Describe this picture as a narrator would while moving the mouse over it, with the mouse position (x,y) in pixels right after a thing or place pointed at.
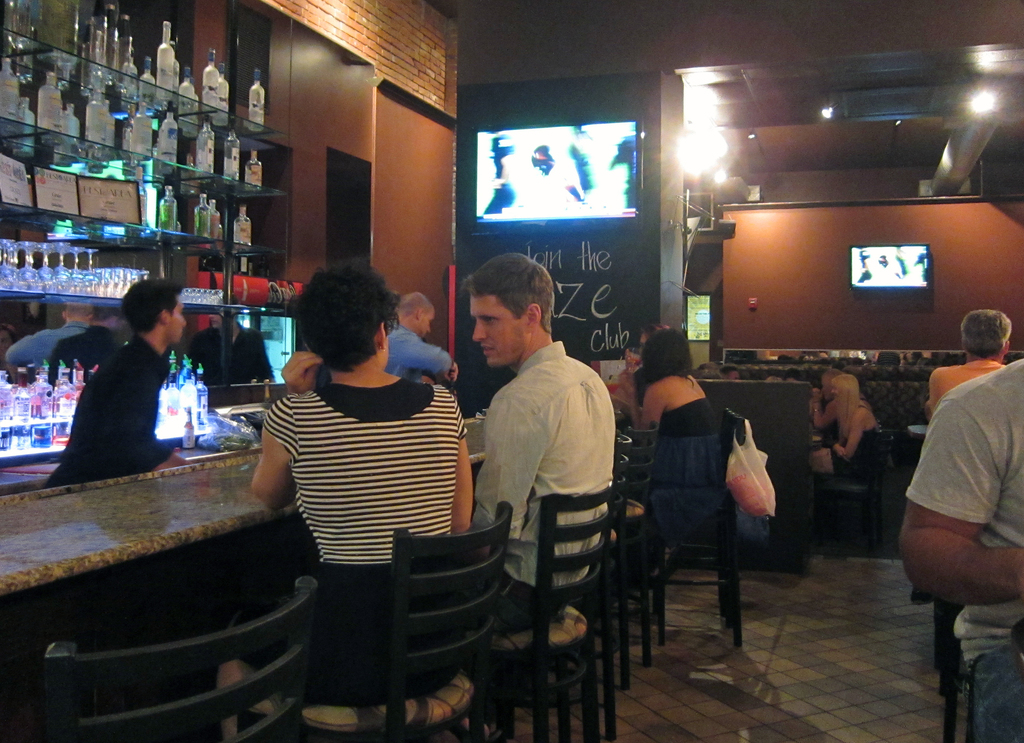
As we can see in the image there is a rack (224,272). The rack (100,150) is filled with bottles (184,85), television (594,191), chairs (574,636) and table (125,493) and on chairs (409,544) there are few people (520,493) sitting.
